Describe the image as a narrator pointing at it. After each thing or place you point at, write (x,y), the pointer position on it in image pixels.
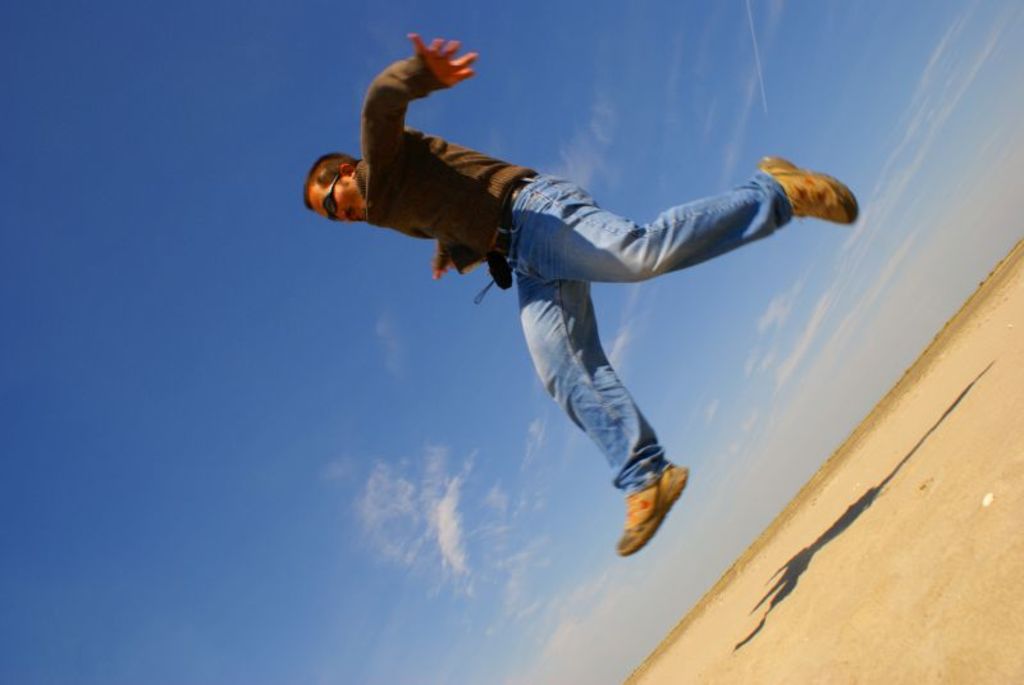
In the middle of the image (559,254), there is a person (493,227) wearing sunglasses (338,182), jumping on the ground (801,580), on which there is a shadow (760,618) of him. In the background (654,389), there are clouds (853,236) in the sky (215,276).
